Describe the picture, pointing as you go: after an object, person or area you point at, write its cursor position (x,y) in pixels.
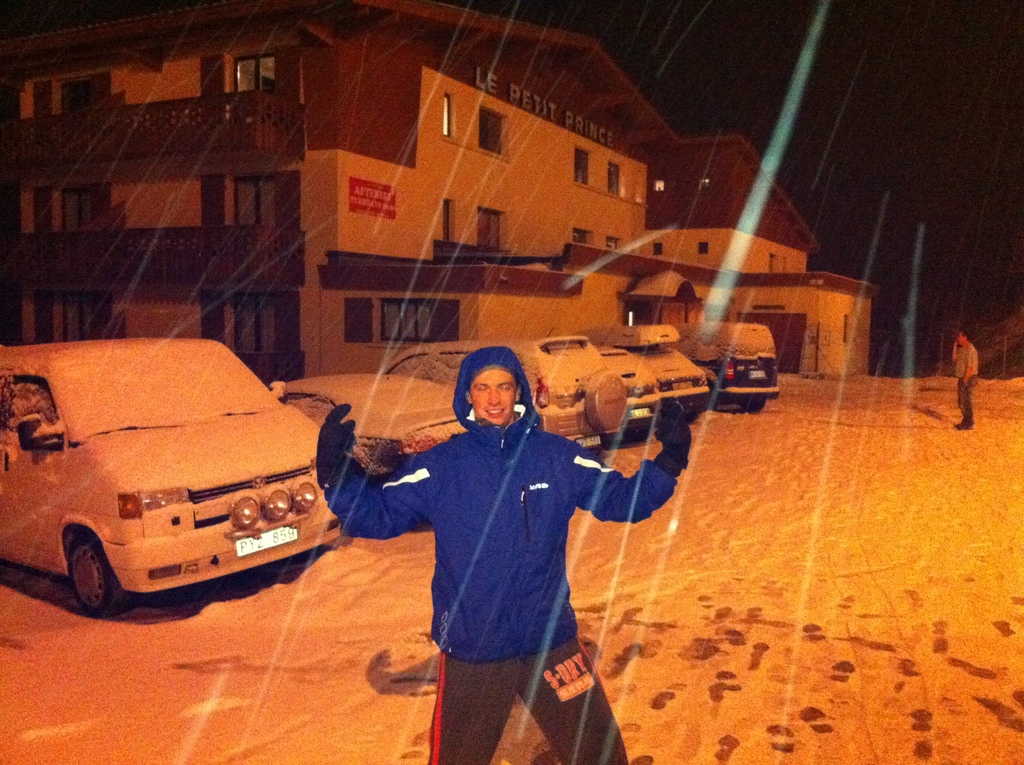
In this image I can see two men (562,495) are standing. In the background (384,236) I can see building (427,304), vehicles (581,415) and the sky (929,67).
